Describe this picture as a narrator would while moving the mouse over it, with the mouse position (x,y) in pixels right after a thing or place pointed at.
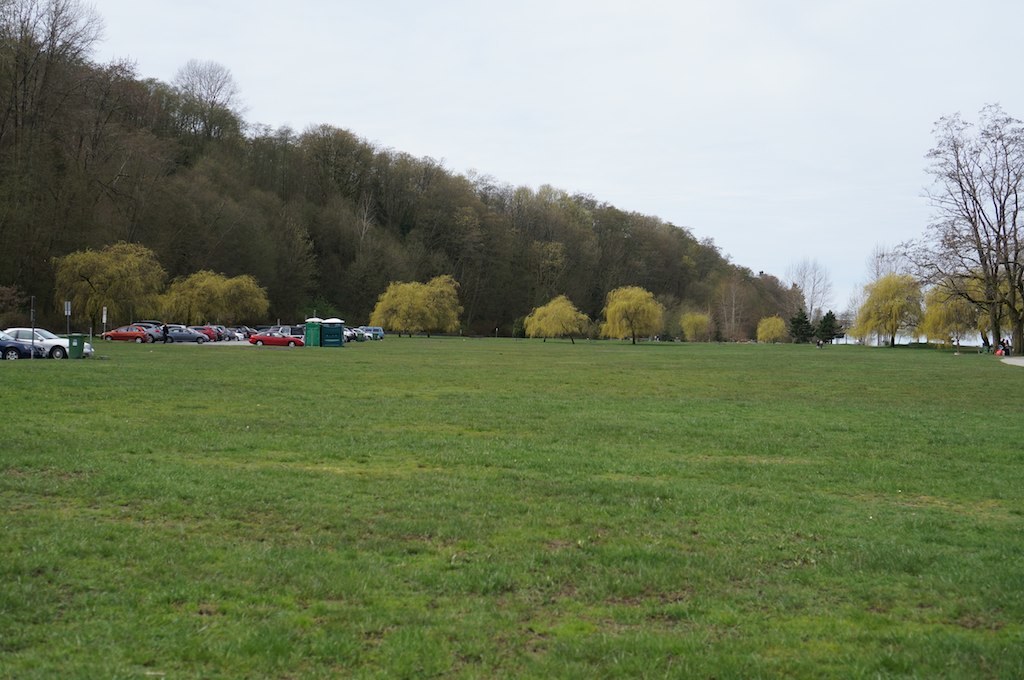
In this picture we can see few vehicles (66,349) on the grass (326,464), and also we can find few sign boards (69,306), trees (953,306) and water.
